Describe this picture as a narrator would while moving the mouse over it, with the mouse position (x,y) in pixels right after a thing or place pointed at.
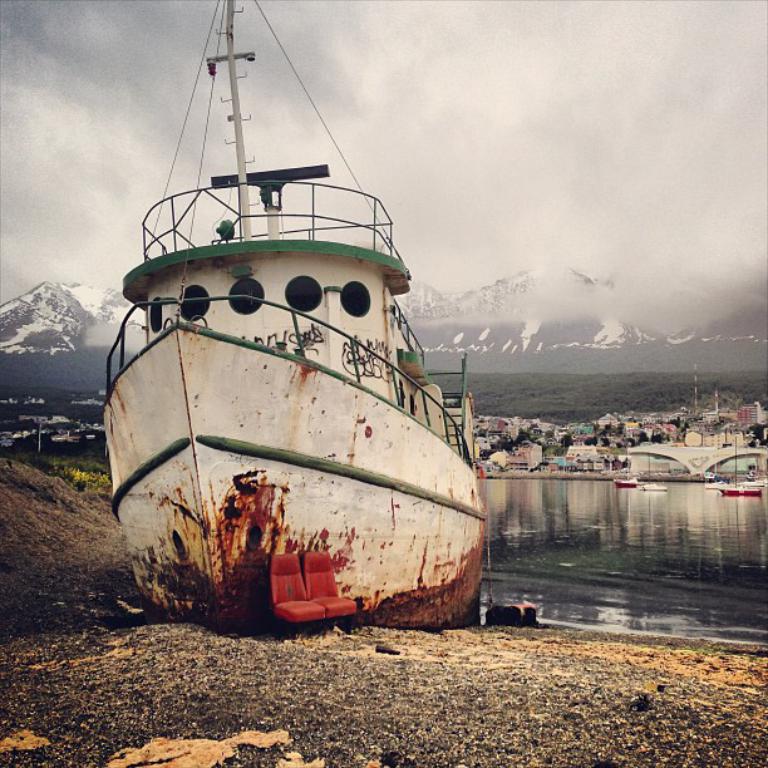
There is a white color boat (292,269) on the ground (287,643) near chairs (325,590). In the background (692,426), there are boats (750,484) on the water (546,506), there are buildings (711,413) and trees (566,411) on the ground (65,386), there are mountains (65,288) on which, there is snow (44,309) and there are clouds (286,1) in the sky (55,47).
